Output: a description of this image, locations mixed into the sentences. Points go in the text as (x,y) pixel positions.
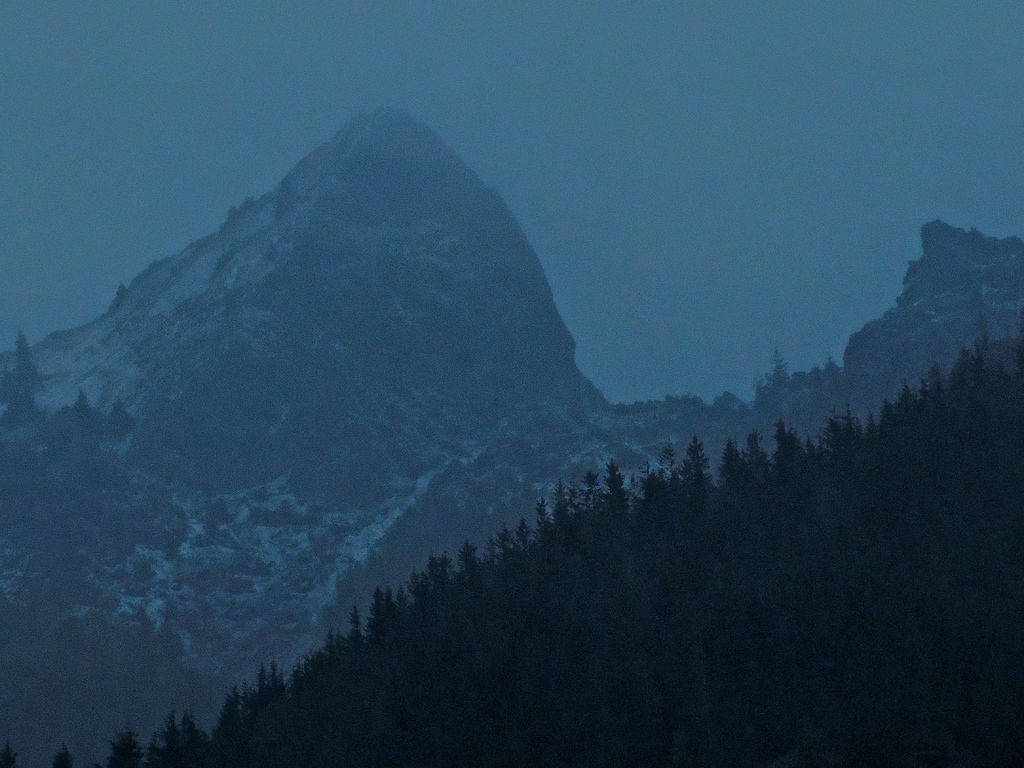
In this image I can see there are mountains (488,454), trees (571,490) and a snow (141,316). And at the top (754,197) there is a sky (721,231).
